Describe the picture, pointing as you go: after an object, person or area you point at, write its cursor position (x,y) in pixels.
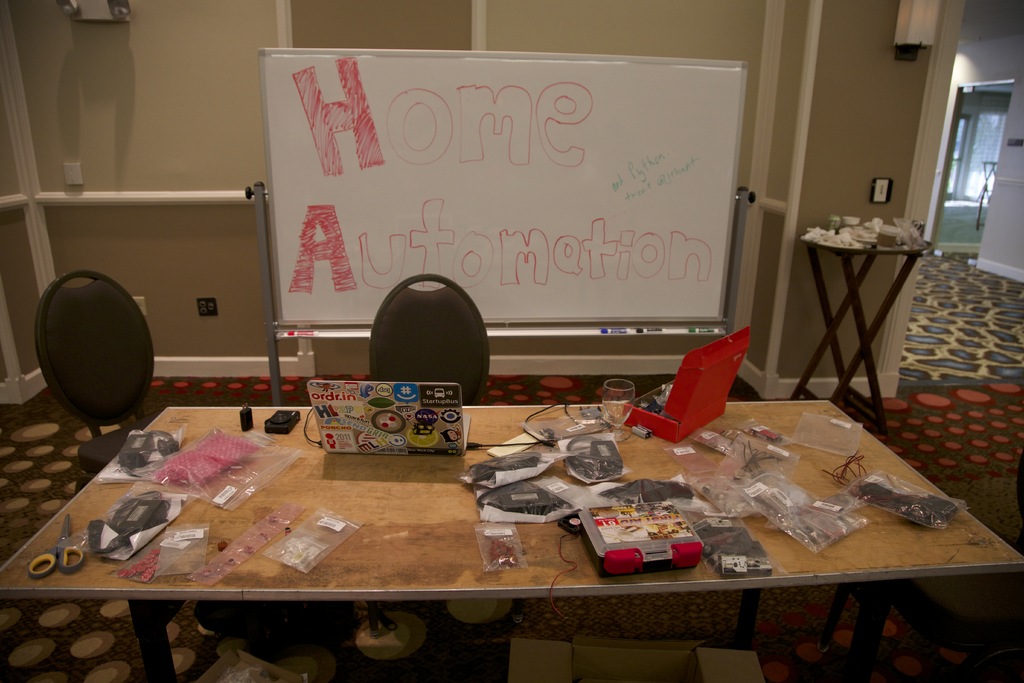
In this image there is a table (419,469) and in that table (277,482) there is laptop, scissor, covers (219,577), paper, glass (624,422), chair (438,347), board (510,302), stand (915,263), carpet (936,286), light (927,26).
